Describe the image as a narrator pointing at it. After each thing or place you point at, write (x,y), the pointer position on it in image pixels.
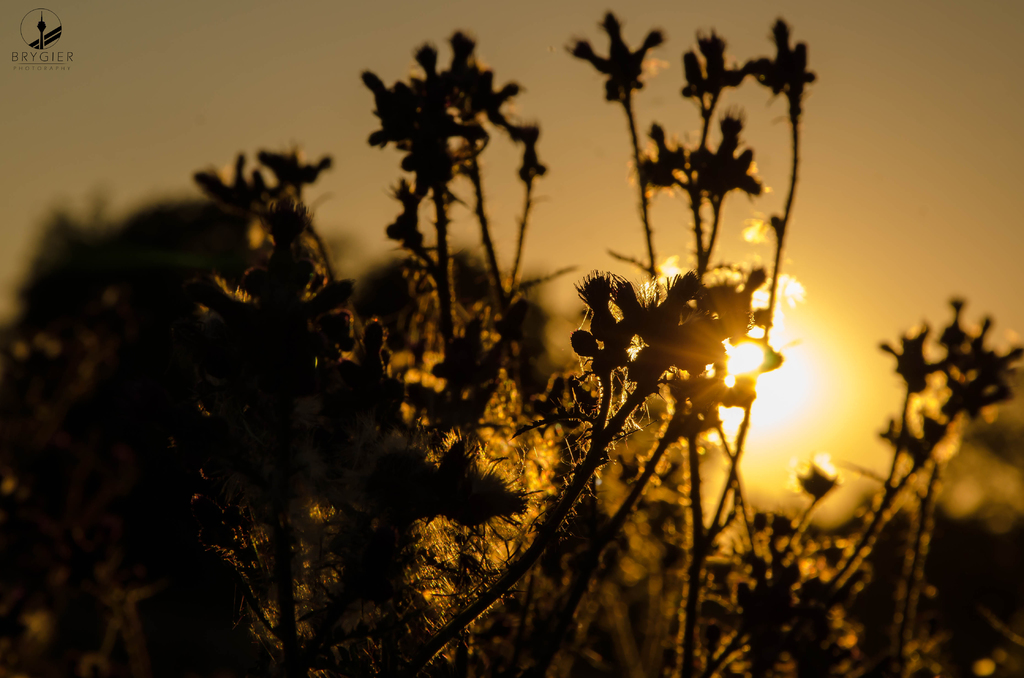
As we can see in the image there are plants (247,353), sun (795,380) and sky (320,55). The image is little dark.
